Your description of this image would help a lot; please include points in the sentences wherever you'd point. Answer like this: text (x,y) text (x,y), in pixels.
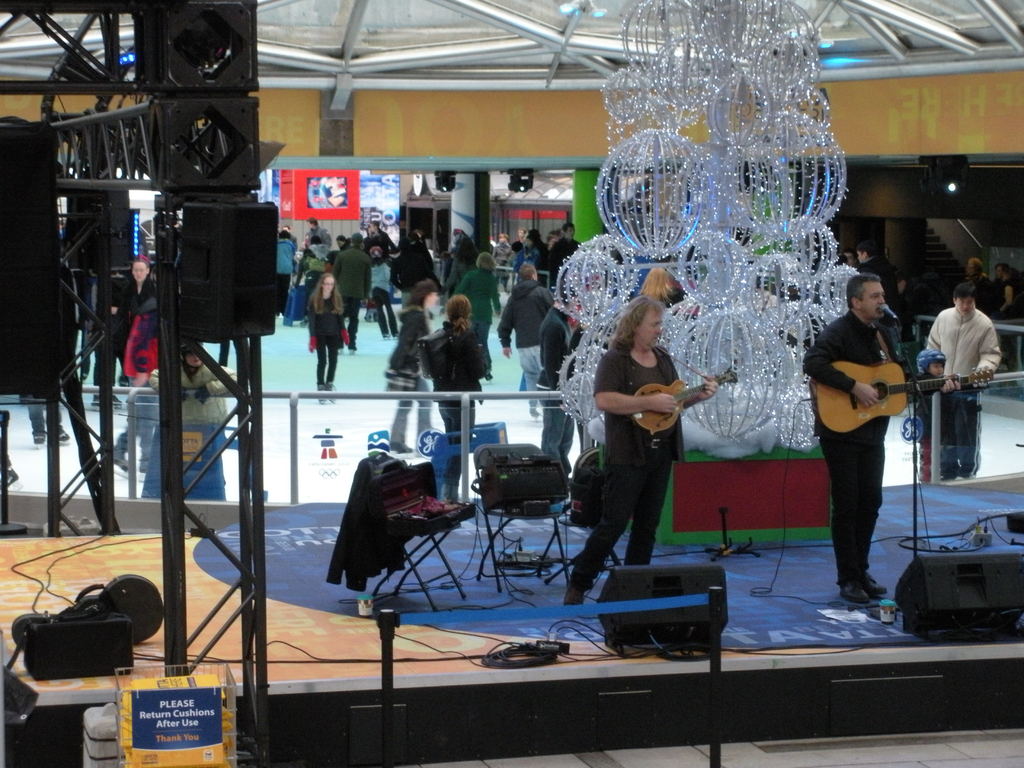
In this image there are two people (616,461) playing string instruments (877,380) inside a mall (368,325), behind them there are a few people (418,297) skating.
